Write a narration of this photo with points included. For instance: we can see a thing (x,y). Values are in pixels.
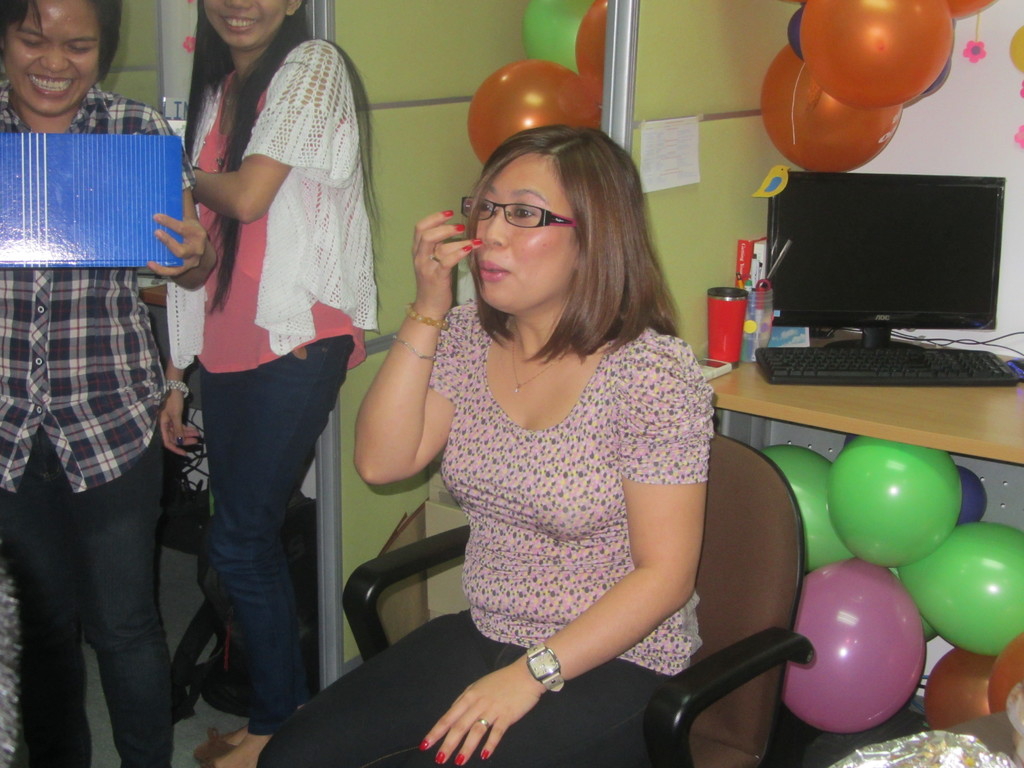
In the image we can see there is a woman (561,588) sitting on the chair (718,620) and there are other woman (271,299) standing. Behind there are balloons (883,626) on the floor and there is a monitor (993,210) kept on the table (894,407).
